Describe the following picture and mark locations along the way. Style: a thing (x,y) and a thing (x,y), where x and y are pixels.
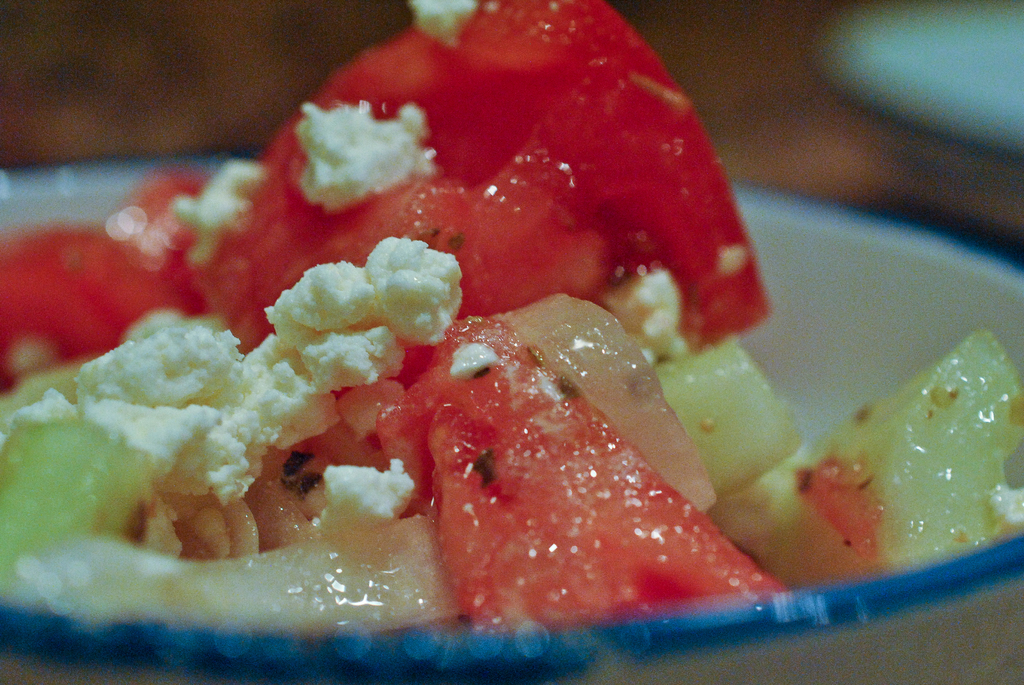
In this image we can see food items (460,434) in a bowl (635,652) and on the food item (309,510) there is cheese (393,290). In the background (161,113) the image is blur but we can see objects (981,128).
